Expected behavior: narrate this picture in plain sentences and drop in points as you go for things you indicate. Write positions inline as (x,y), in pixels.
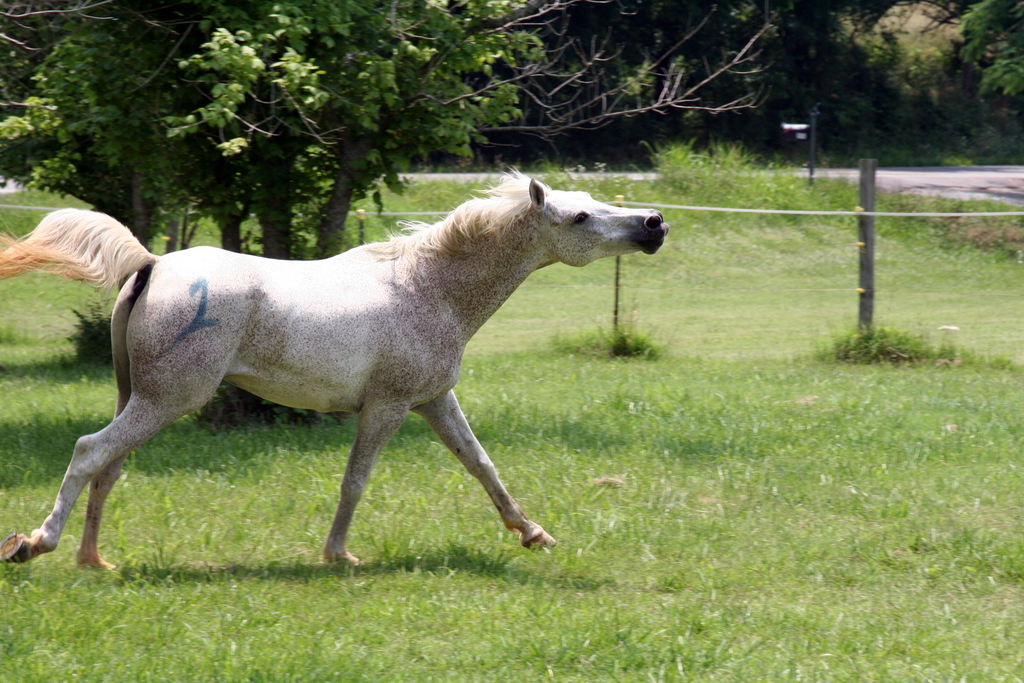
In this image there is a horse (215,380) running on the ground (376,541). There is grass (579,498) on the ground (511,335). Behind it there are trees (323,115) and a fencing (867,256). In the background (448,175) there is a road (1007,182). Beside the road (918,181) there are trees (813,40).
